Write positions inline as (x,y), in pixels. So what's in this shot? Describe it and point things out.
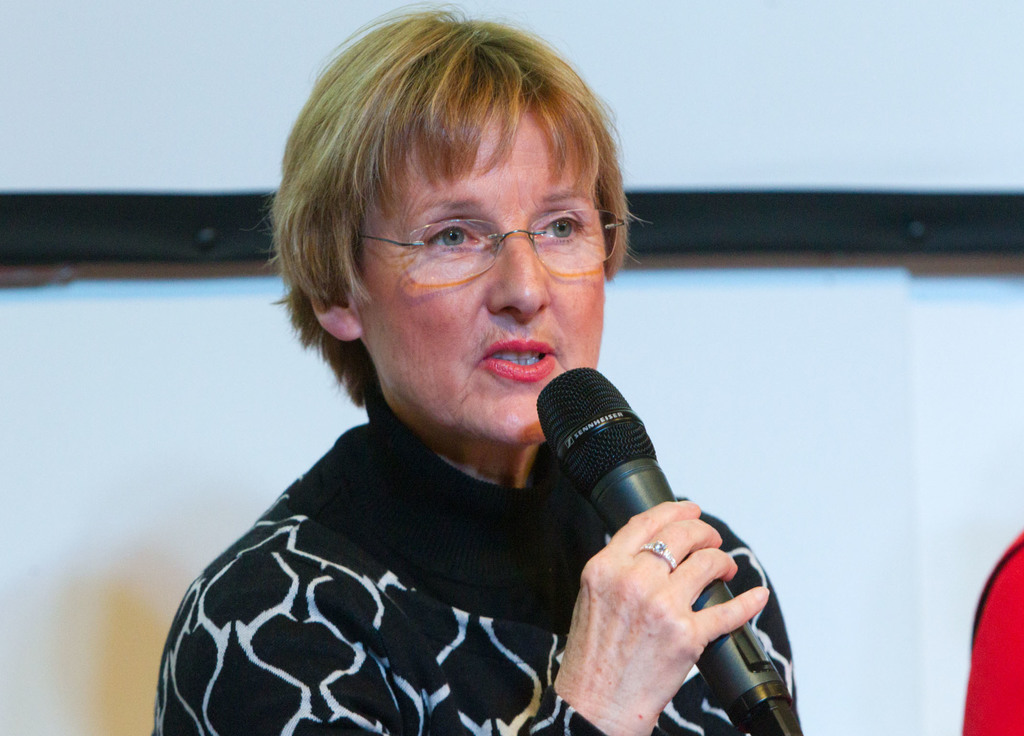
This image consists of a woman (368,454) wearing a black dress (463,575) and holding a mic (598,387). In the background (712,9), we can see a wall (815,685). On the right (995,670), it looks like there is a person (989,605) standing and wearing a red dress (1007,607).
